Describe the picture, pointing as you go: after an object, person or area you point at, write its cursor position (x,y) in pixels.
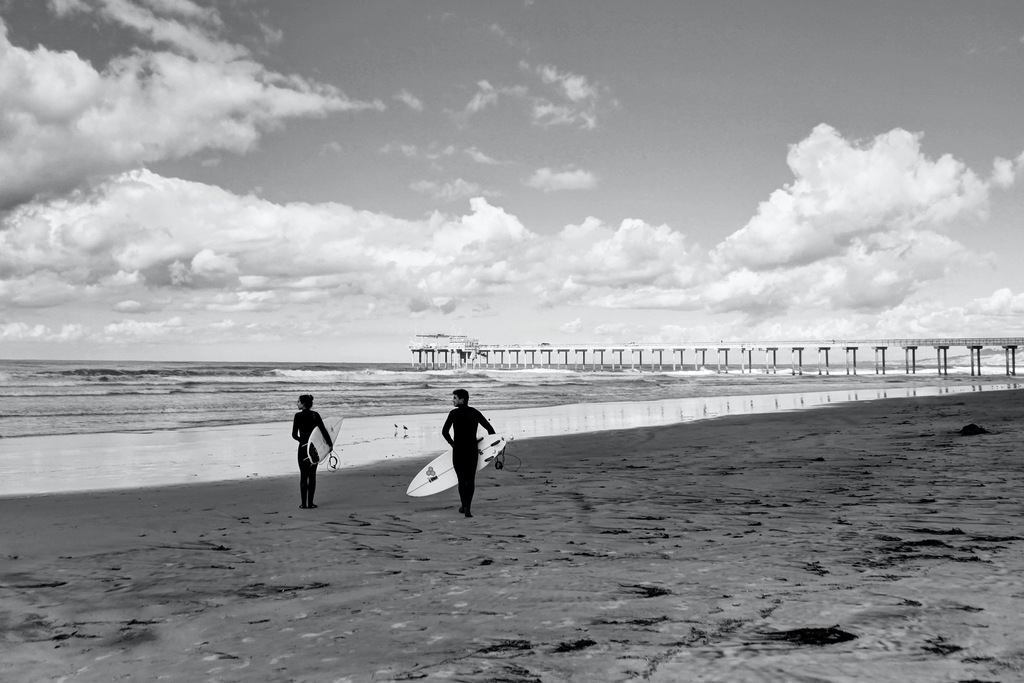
In this picture we can see two persons (468,464) walking and holding surfboards (322,446), on the left side (181,394) there is water (195,394), we can see bridge (745,349) in the background (764,347), there is the sky (488,137) at the top of the picture (456,136).
